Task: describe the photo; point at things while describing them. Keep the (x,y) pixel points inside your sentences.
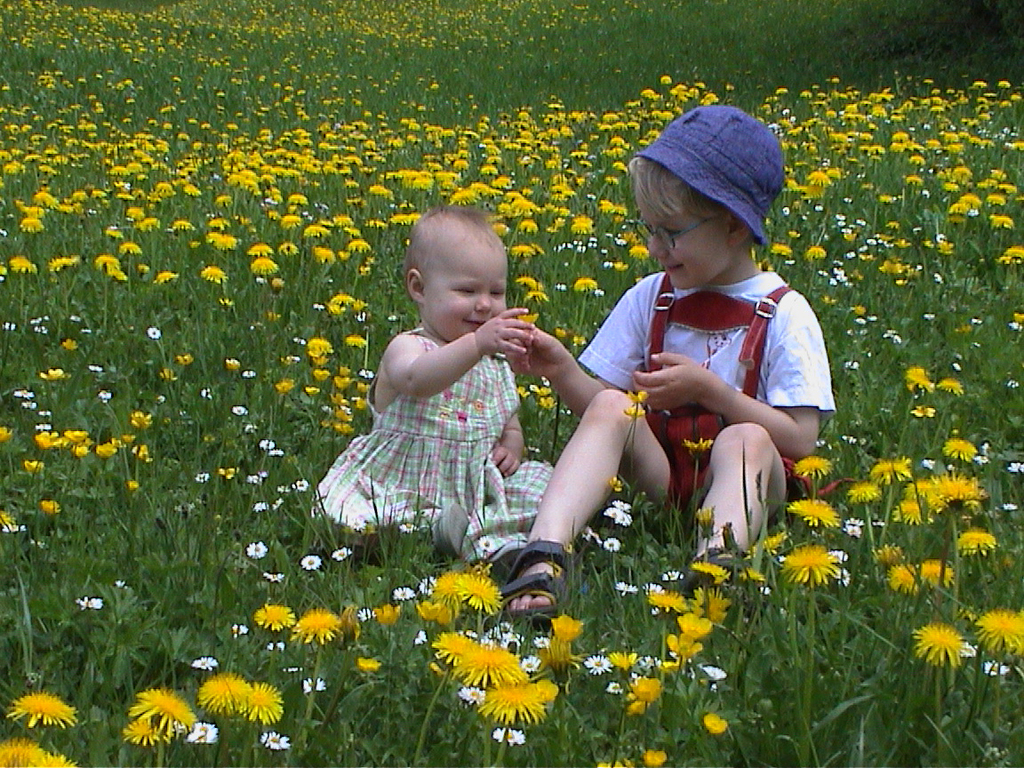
In this image there is one boy (702,379) sitting at right side (693,410) is wearing white color t shirt (797,360) and blue color cap (751,170). There is one baby (455,343) sitting at left side of this image (333,466) and there are some yellow color and white color flowers (336,615) in the background (194,186).
